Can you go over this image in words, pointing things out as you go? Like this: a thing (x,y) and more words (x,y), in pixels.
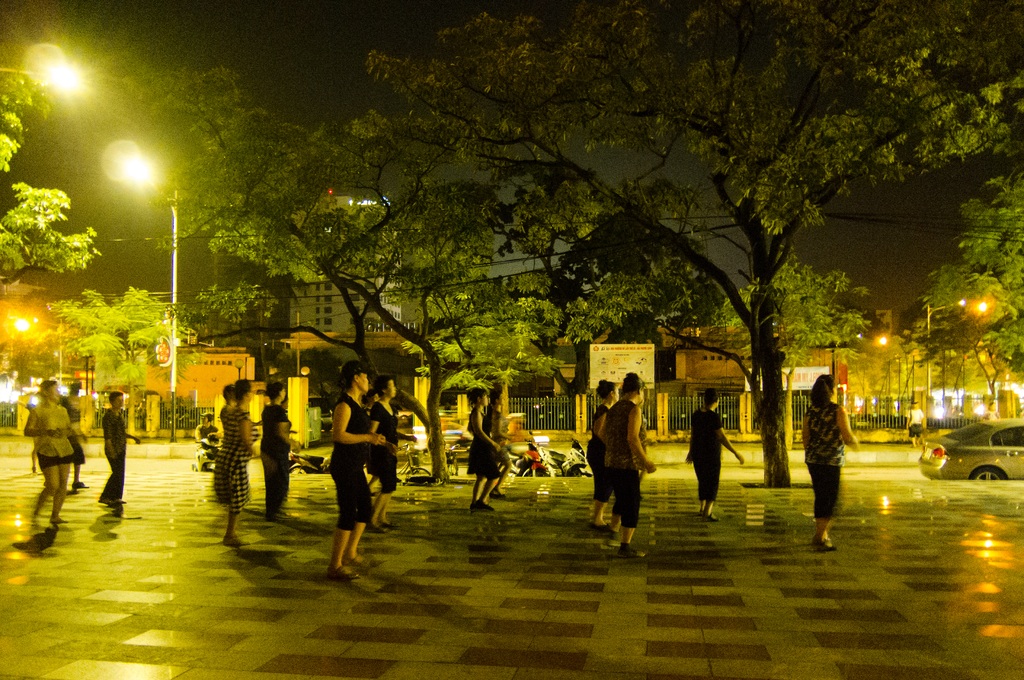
In this image we can see few persons (63,438) are in motion on the floor (244,576). In the background (267,123) there are trees (578,386), poles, street lights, vehicles (941,466) on the road (908,458), fence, buildings (152,385), hoardings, few persons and sky (380,110).
